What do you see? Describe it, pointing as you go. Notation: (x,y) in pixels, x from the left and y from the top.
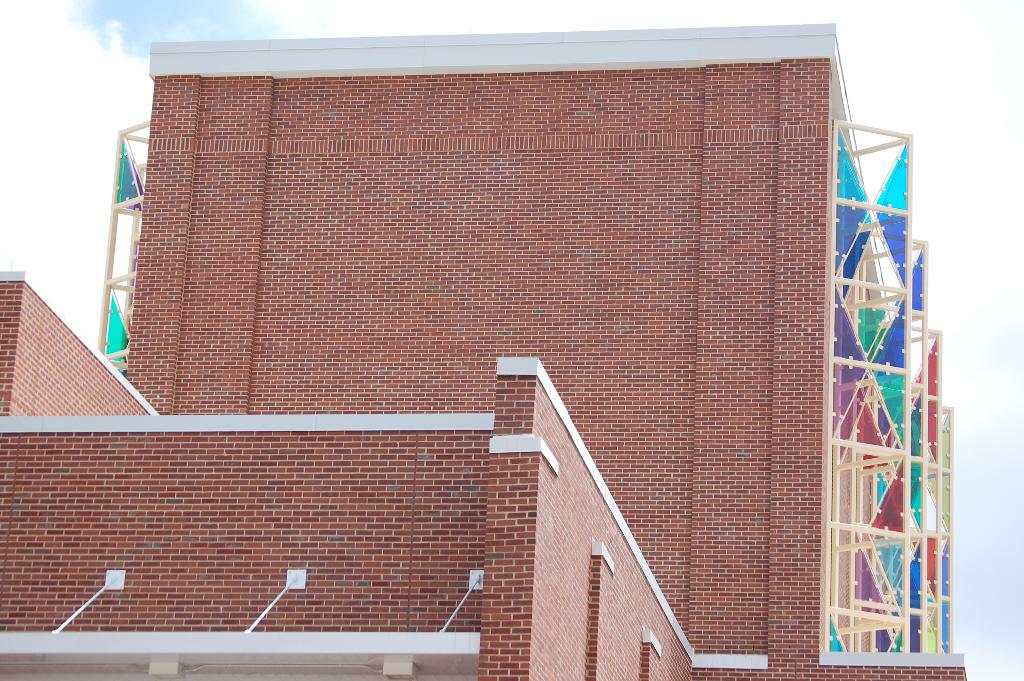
Here in this picture we can see buildings (503,562) present and on either side of that we can see some frames (139,225) present and we can also see clouds (77,121) in the sky (885,61).
